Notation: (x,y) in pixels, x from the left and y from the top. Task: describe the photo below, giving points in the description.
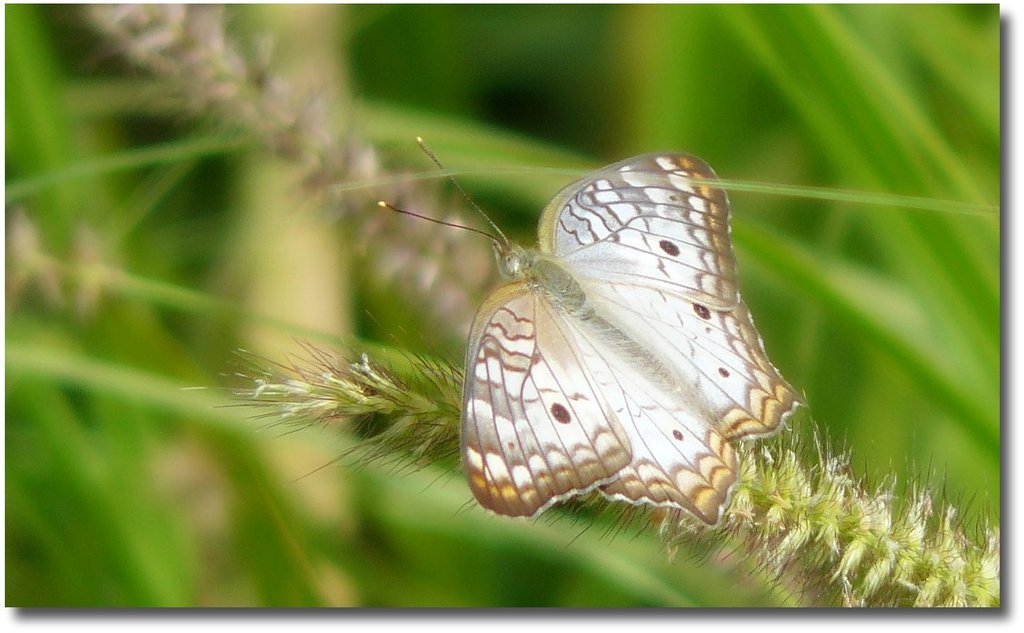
In this image I can see a butterfly (639,351). In the background (762,580) I can see few plants (369,259).
